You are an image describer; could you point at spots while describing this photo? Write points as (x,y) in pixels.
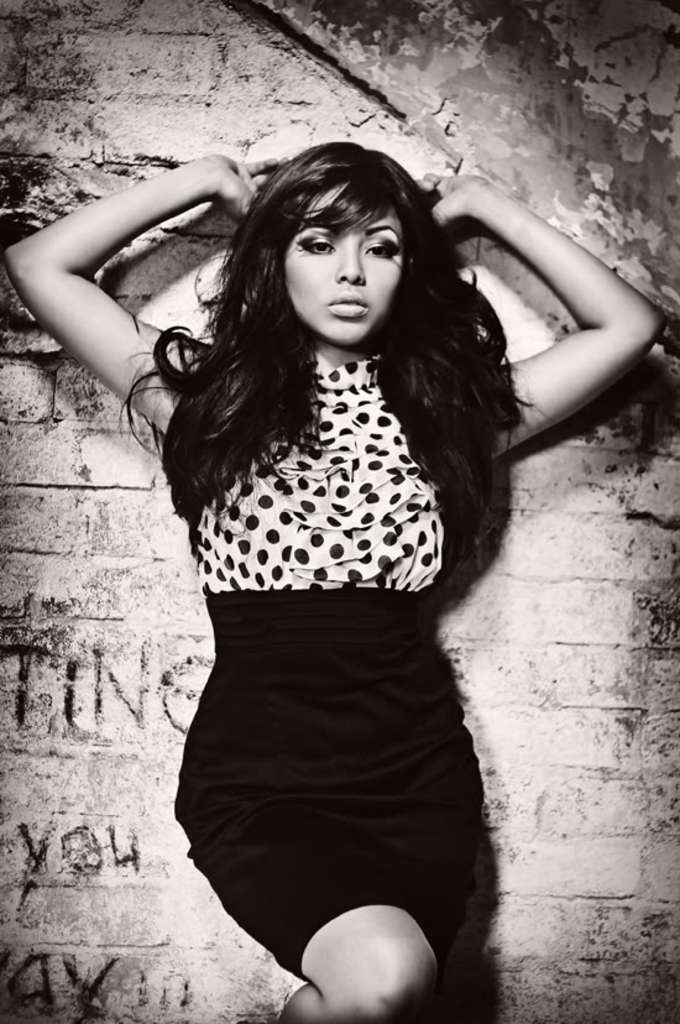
In this picture I can observe a woman (260,541) in the middle of the picture (265,570). Behind her I can observe wall (316,35). This is a black and white image.
